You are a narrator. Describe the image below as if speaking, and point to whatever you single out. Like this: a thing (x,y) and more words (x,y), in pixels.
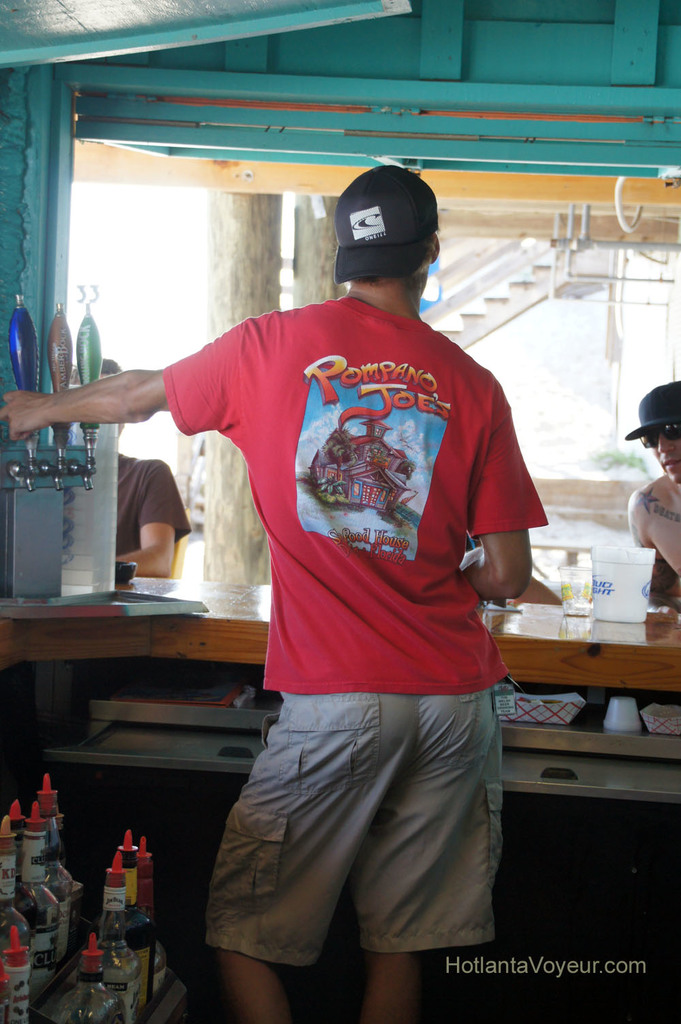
There is a person (313,781) standing, it seems like bottles (6,921) in the foreground area of the image (364,773), there are people (679,499), other objects (615,192), stairs (499,296) and a roof (249,115) in the background (300,250).
